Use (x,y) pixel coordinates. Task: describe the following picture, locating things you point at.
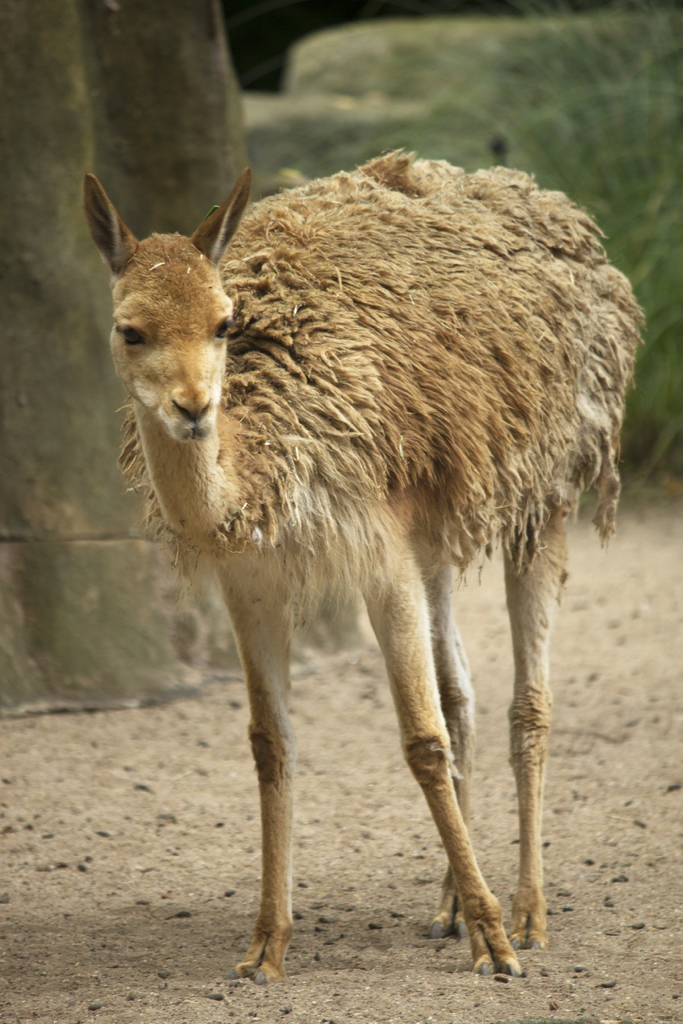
In this picture, we can see an animal (527,454) on the ground (403,867), and we can see some object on the left side of the picture (155,206), the blurred background (669,353).
